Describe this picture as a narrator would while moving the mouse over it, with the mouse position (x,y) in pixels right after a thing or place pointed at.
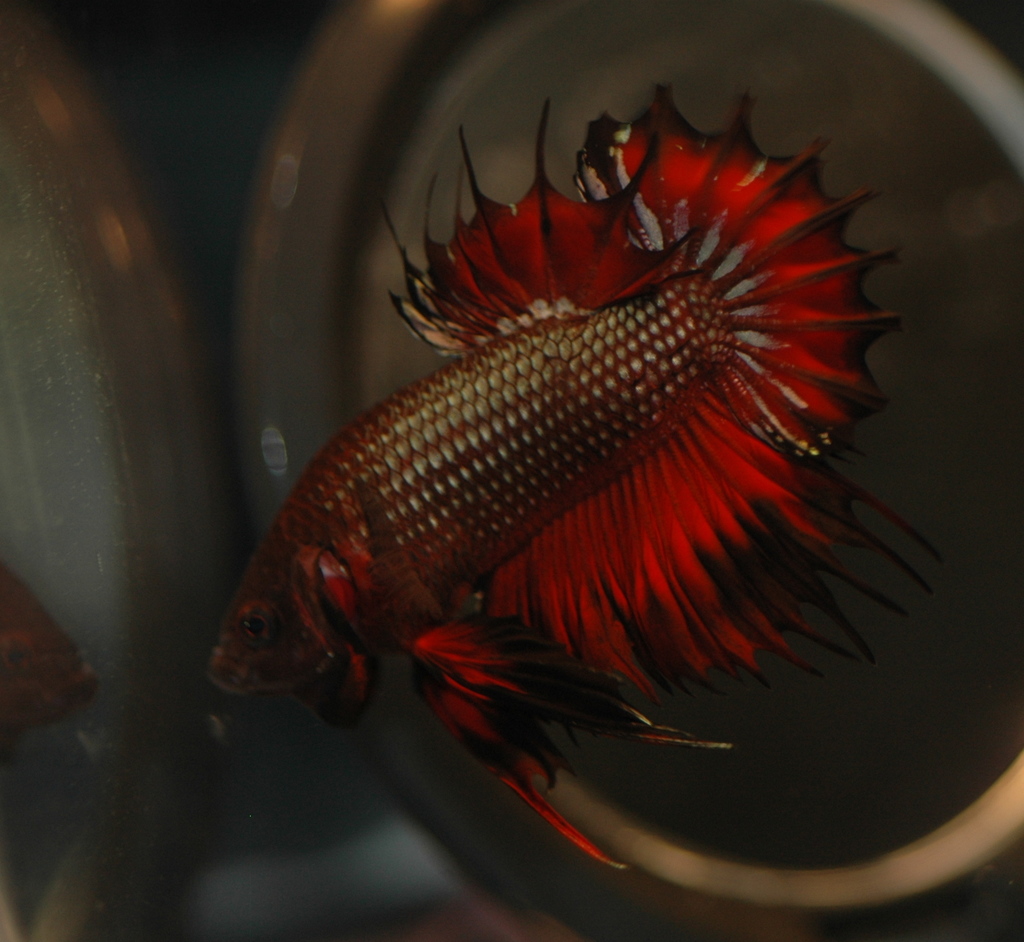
In this image we can see one red fish (453,503), one object (385,378) in the background (389,815), the background (340,741) is dark, the reflection (56,391) of a fish (57,715) and object (87,306) in the mirror (114,551) on the left side of the image (114,725).
